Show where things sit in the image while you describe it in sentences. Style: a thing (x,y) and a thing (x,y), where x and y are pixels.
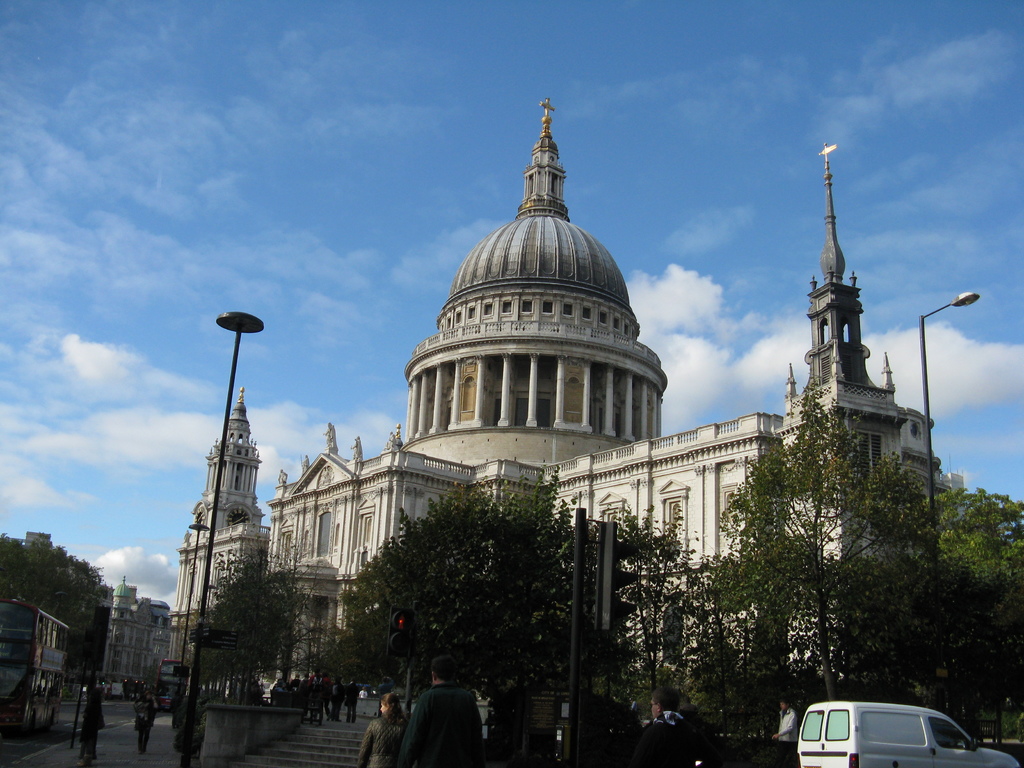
In this image I can see building (392,468), in front (520,543) the building (250,468) I can see poles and traffic signal light (603,543), trees (494,575), poles (577,638) and vehicle (869,730) at the top (745,147) I can see the sky (453,122) and I can see a vehicle (59,651) visible on the road (41,731) on the left side (36,642) and I can see the building (119,609) and trees (77,576) on the left side (116,628).
